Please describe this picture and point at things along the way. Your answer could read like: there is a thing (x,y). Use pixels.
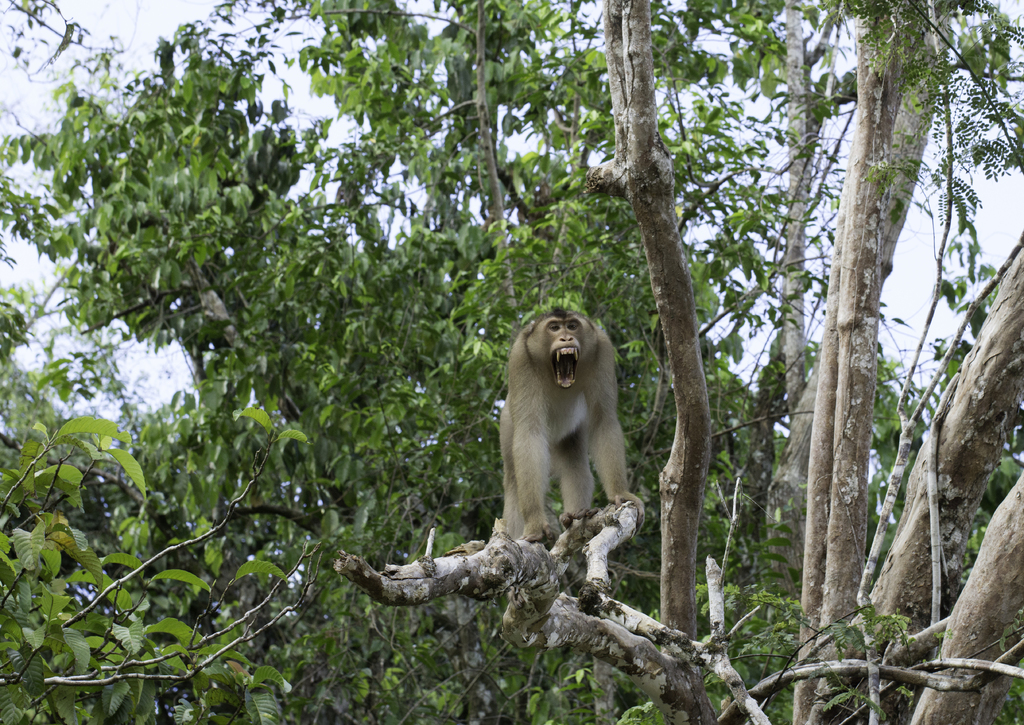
In this picture we can see a monkey (538,431) on the branch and behind the monkey (544,407) there are trees (474,318) and the sky (90,94).
